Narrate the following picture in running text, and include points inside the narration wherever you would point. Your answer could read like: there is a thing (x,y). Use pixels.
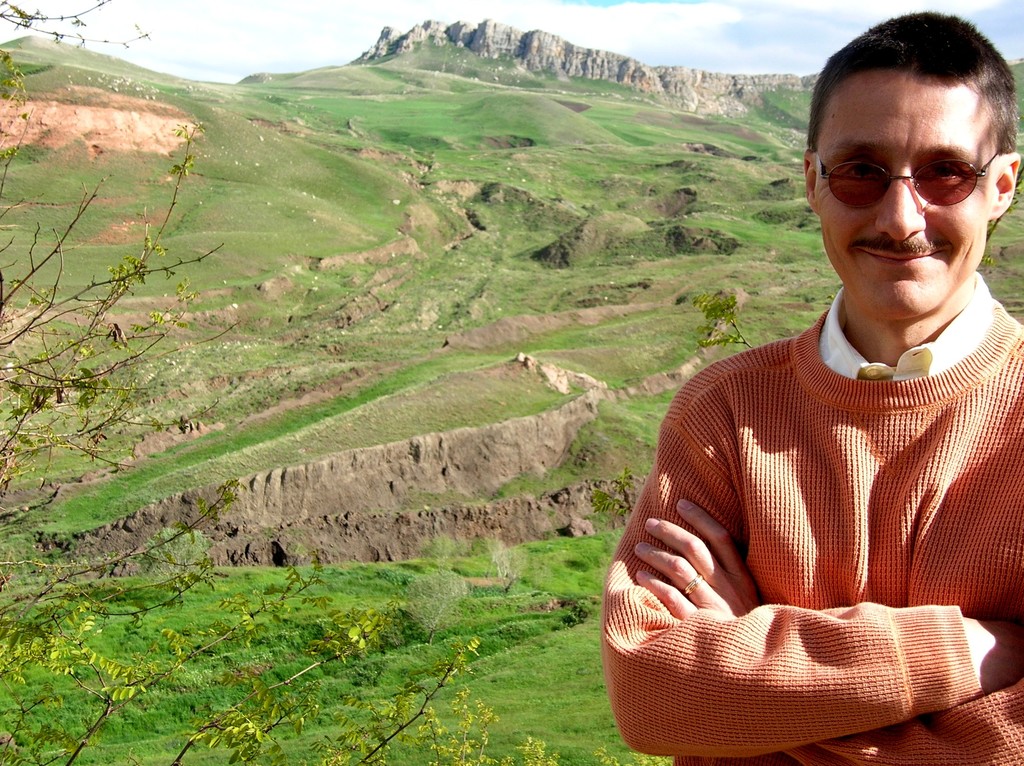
In this picture I can see a man (732,534) standing and he wore spectacles (862,201) and I can see few trees (466,644) and I can see hill (551,43) in the back (452,44) and a blue cloudy sky (393,25) and I can see grass (69,701) on the ground (435,437).
